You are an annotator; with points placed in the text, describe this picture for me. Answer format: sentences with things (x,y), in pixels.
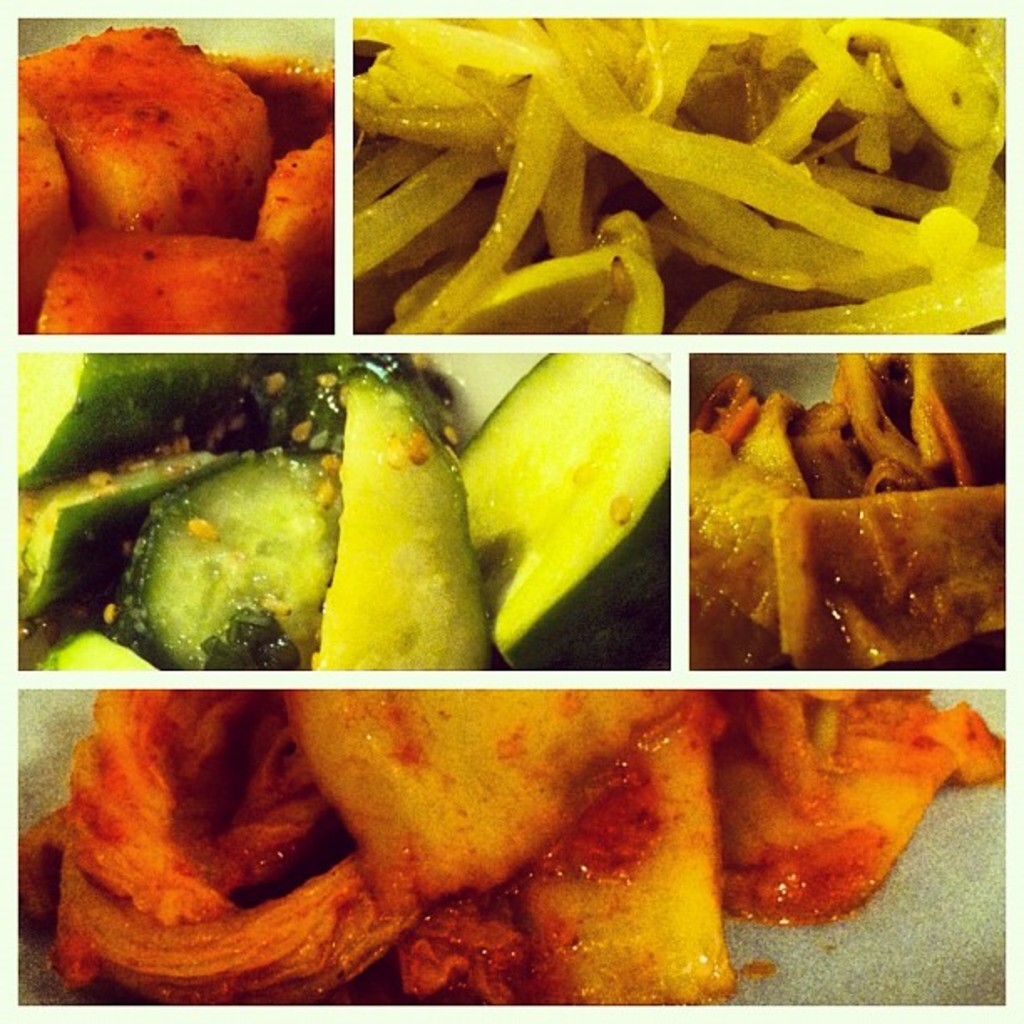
This picture describes about collage of few images, in this we can find food (509,400).
